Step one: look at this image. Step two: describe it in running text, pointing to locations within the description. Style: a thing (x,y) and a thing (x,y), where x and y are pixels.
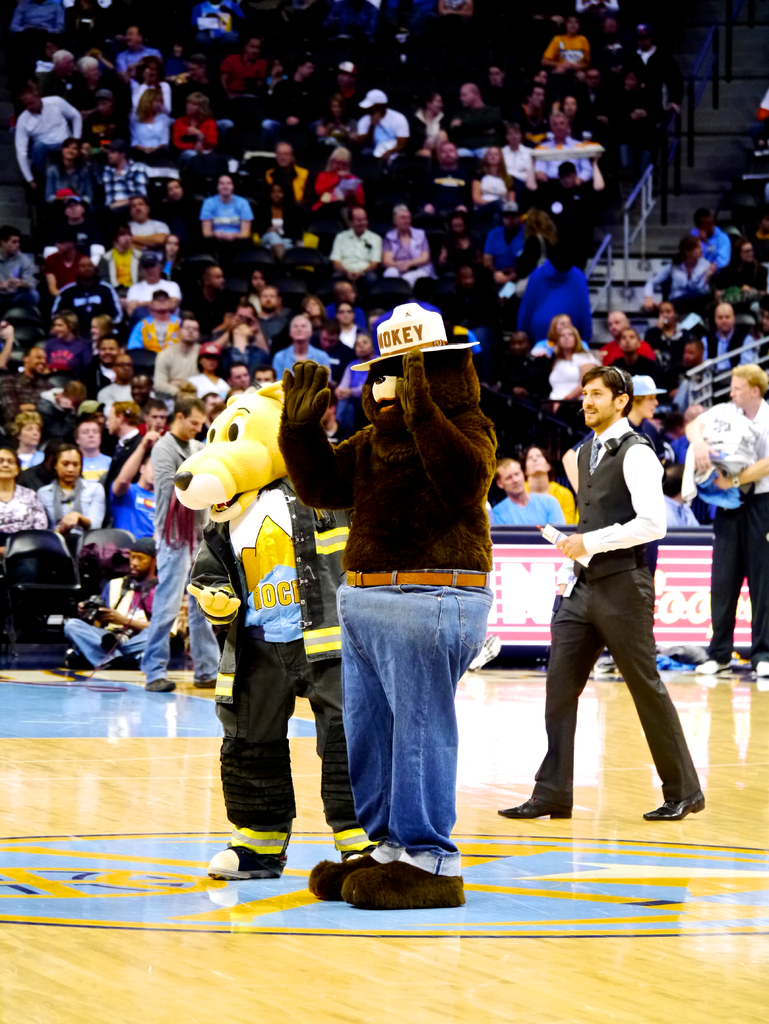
In this image there are two mascots (295,561) on a ground (731,745) few people (166,683) are standing around them, in the background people (690,276) are sitting on chairs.
